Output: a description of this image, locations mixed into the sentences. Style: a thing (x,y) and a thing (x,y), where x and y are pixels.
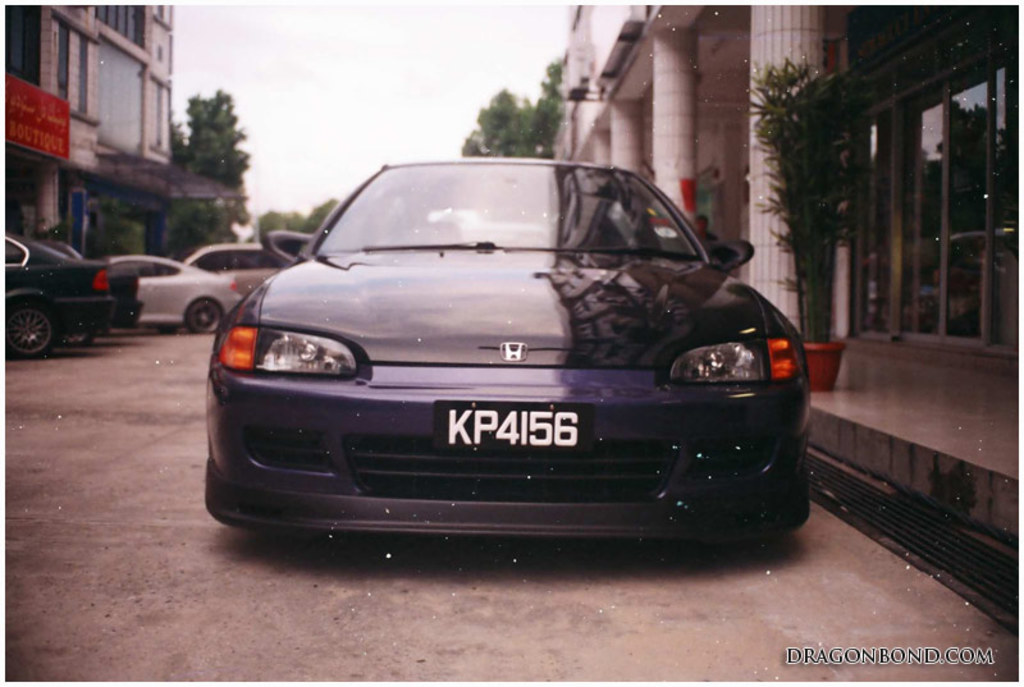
In the image there are few cars (246,336) on the road (49,615) with buildings (75,160) on either side of it with trees (512,129) in front of them and above its sky (306,84).
